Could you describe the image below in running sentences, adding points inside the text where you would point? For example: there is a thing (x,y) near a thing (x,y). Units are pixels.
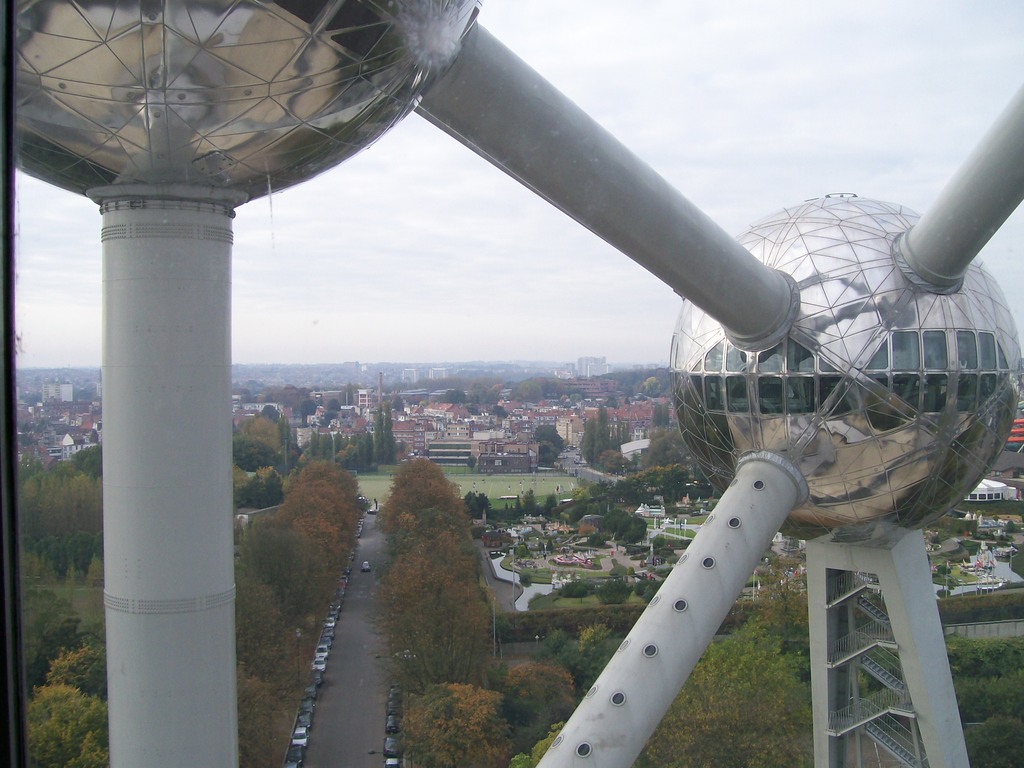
In the picture we can see a construction (844,581) of balls (741,431) and poles (903,253) to it jointing and from it we can see an aerial view of the road (377,748) and some vehicles (331,620) are parked near it and trees (394,570) and behind it, we can see grass surface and houses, buildings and in the background (326,336) we can see a hill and sky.
